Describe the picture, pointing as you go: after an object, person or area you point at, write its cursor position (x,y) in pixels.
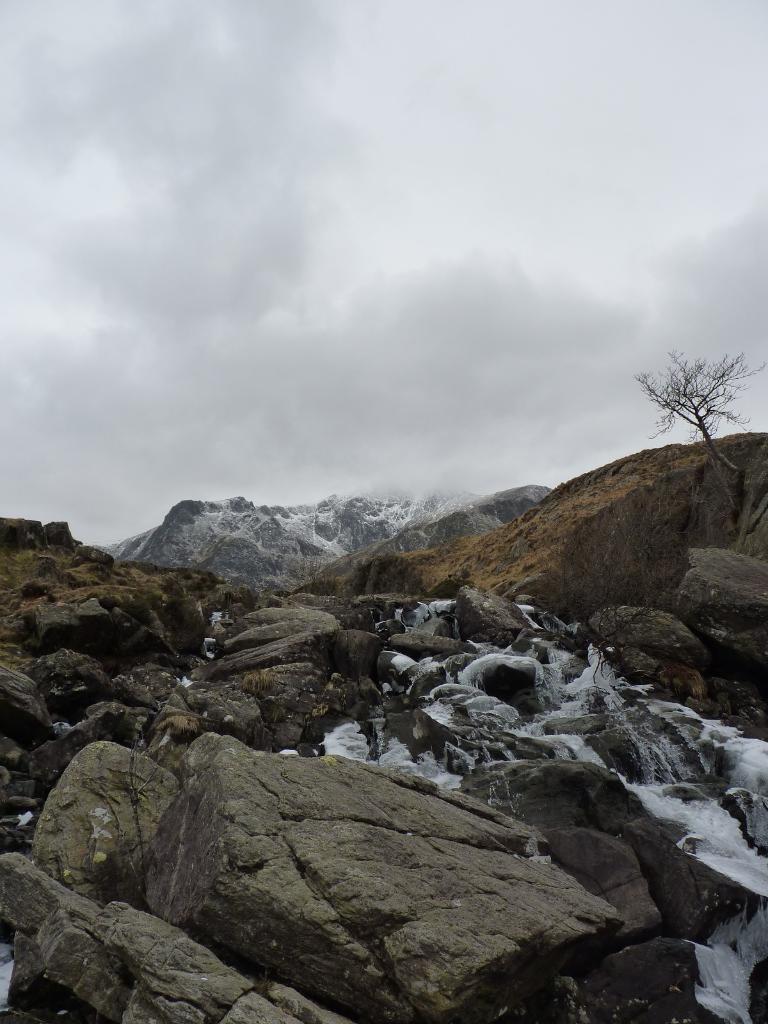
In this picture there are rocks (760,510) at the bottom side of the image (347,723) and there is a dried plant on the right side of the image (665,371), there is sky (536,291) at the top side of the image (508,188).
